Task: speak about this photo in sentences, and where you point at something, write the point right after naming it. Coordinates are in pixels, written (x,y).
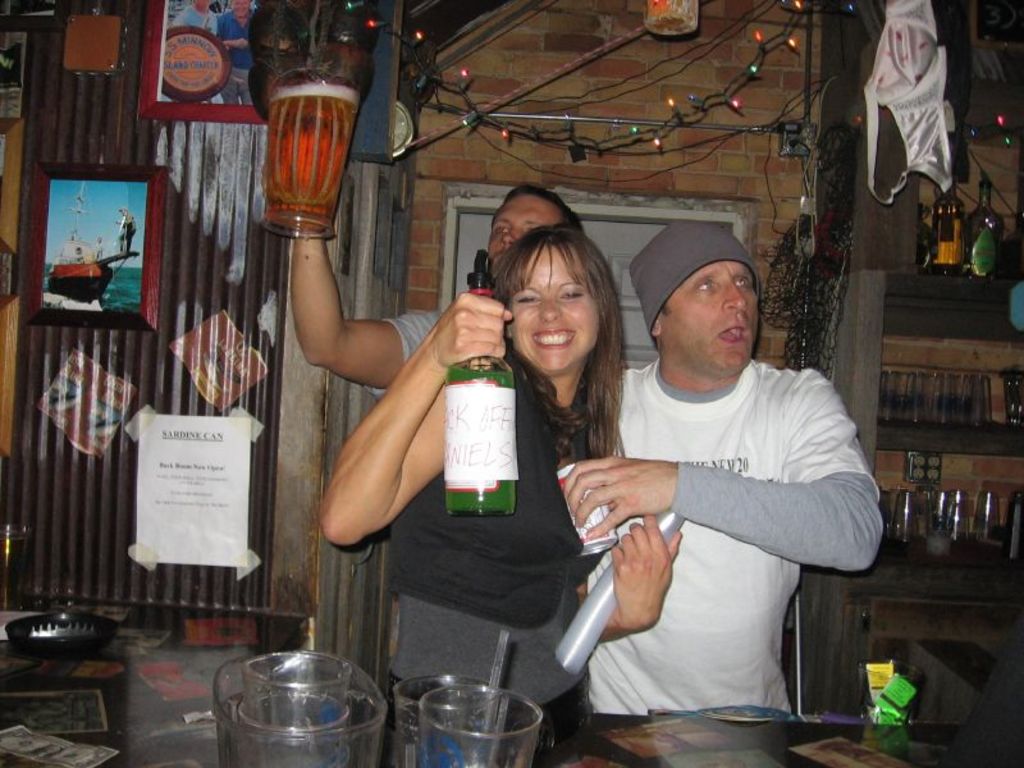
In this image I can see three persons (546,459) standing. In front (531,461) the person (457,597) is wearing black and grey color dress (495,588) and holding the bottle (492,475), background (226,110) I can see few frames (241,110) and papers (201,551) attached to the brown color surface (100,545) and I can also see few lights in multi color.
